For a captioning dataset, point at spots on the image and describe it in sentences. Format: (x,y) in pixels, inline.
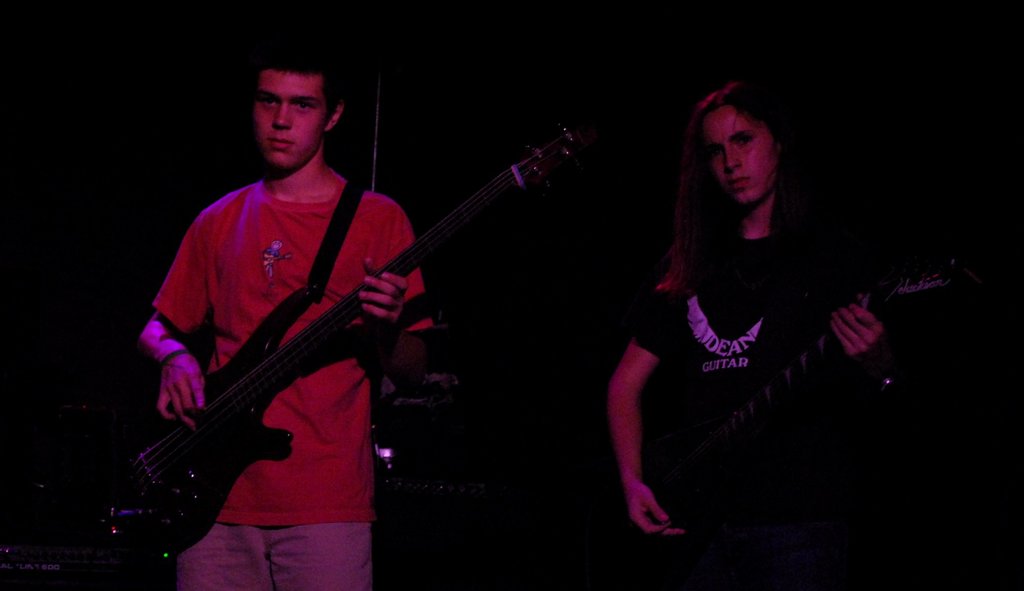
In the image we can see two persons (732,335) were holding guitar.
